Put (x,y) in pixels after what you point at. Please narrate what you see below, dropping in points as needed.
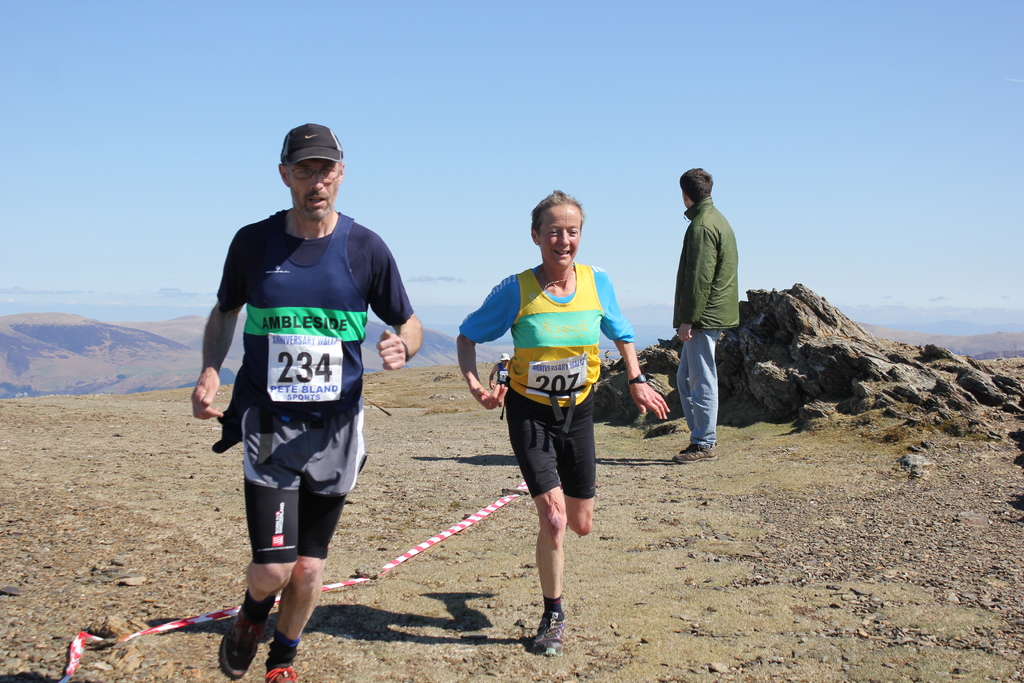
In this picture there is an old man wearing cap (307,151), blue t-shirt (272,401), short (295,544) and shoe (254,640). Besides him there is an old woman (573,313) who is wearing blue t-shirt (609,320), jacket (573,331), short (566,487) and shoe (561,624). On the right (704,317) there is another man (720,270) who is wearing jacket (705,256), jeans (702,393) and shoe (689,454). He is standing near to the stones (723,361). In the background (616,354) we can see the mountains (443,362). At the top (525,35) there is a sky (472,53).
